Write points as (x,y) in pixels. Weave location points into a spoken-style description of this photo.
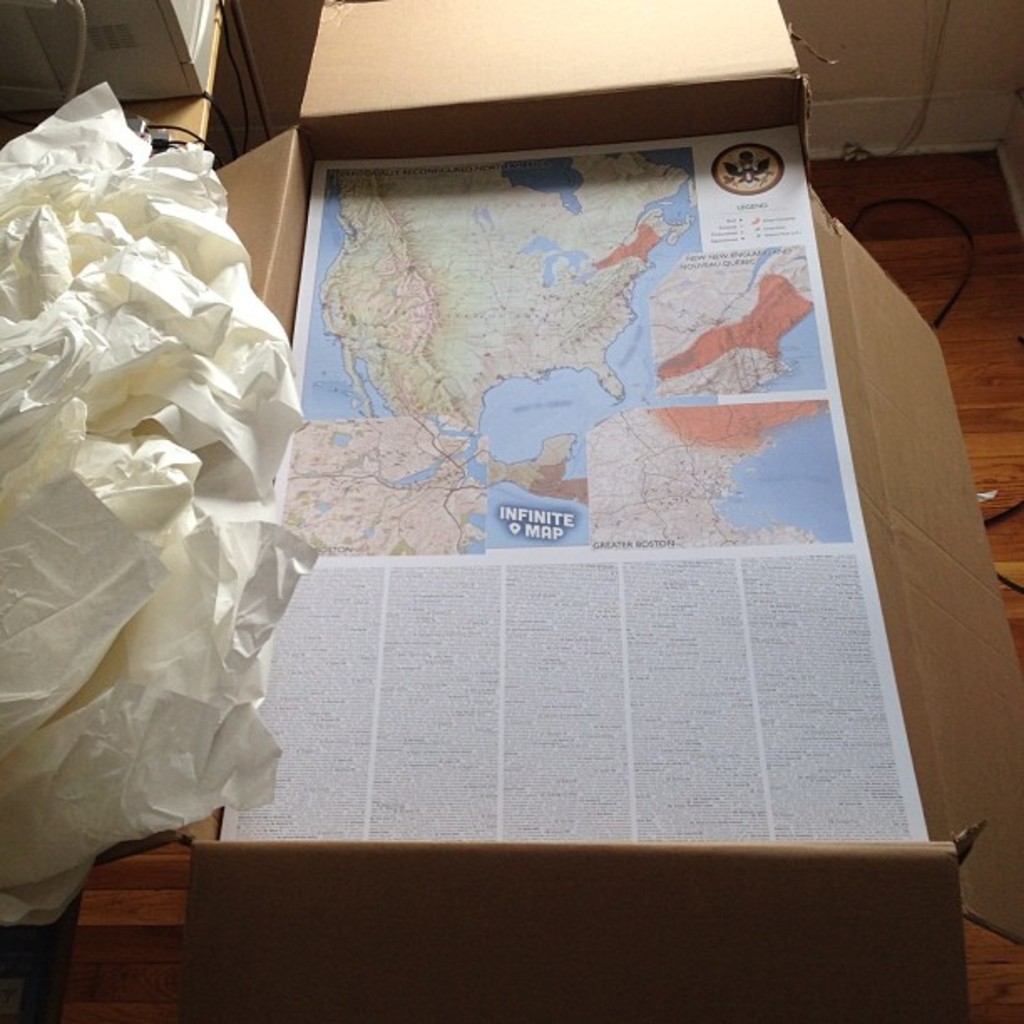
In this image there is a cardboard box (537,845) having a poster (426,675). On the poster (467,451) there is an image of a map (467,372) and some text (582,724). Left side (123,192) there is a table (162,122) having few papers (167,399) and an object (177,17). Right top there is a wall (919,74). Background there is a floor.
